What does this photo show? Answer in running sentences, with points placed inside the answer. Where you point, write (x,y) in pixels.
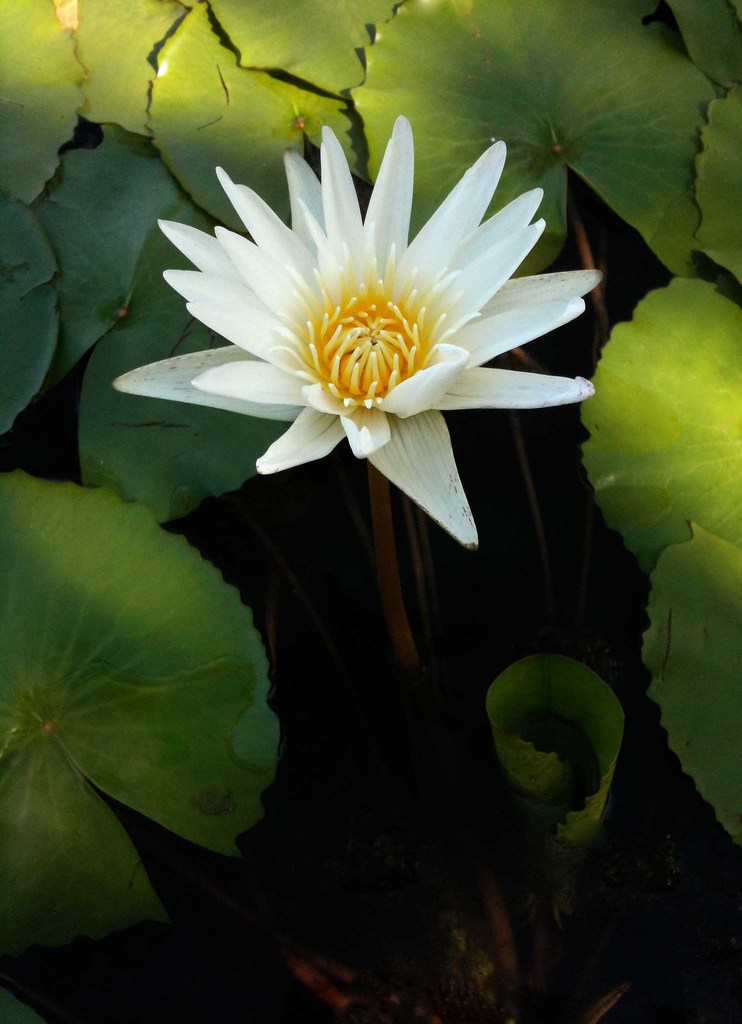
We can see colorful flower (265,202) and green leaves (144,186).
